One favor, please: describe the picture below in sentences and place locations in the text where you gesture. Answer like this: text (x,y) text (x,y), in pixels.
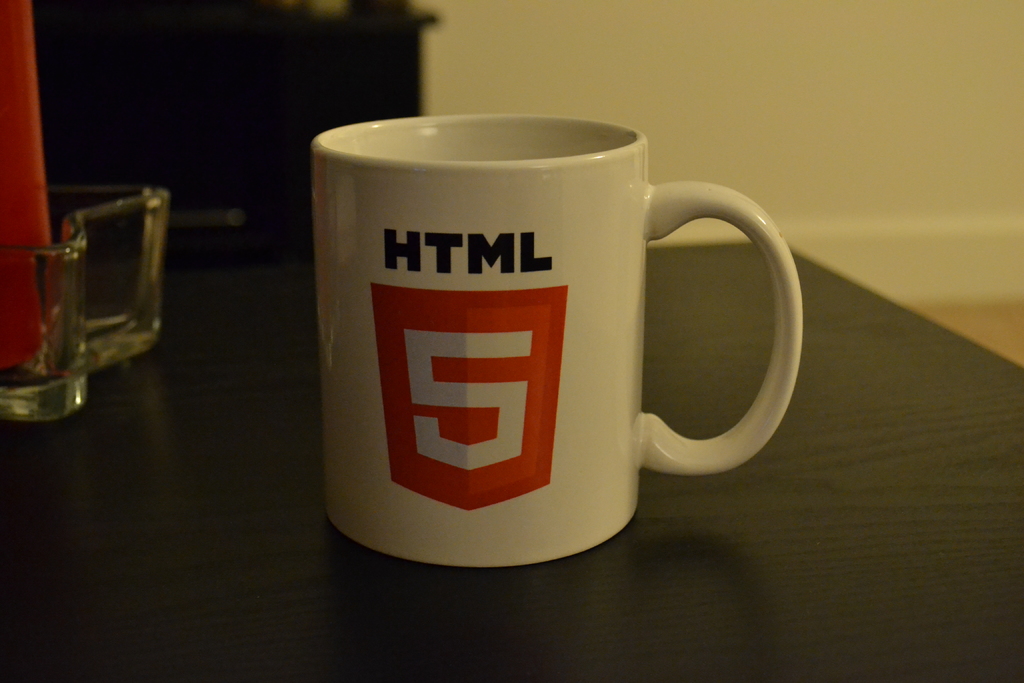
In the center of the image (535,450) there is a mug (376,389) and a bowl (82,393) placed on the table (856,472). In the background (776,104) there is a wall (776,78).
